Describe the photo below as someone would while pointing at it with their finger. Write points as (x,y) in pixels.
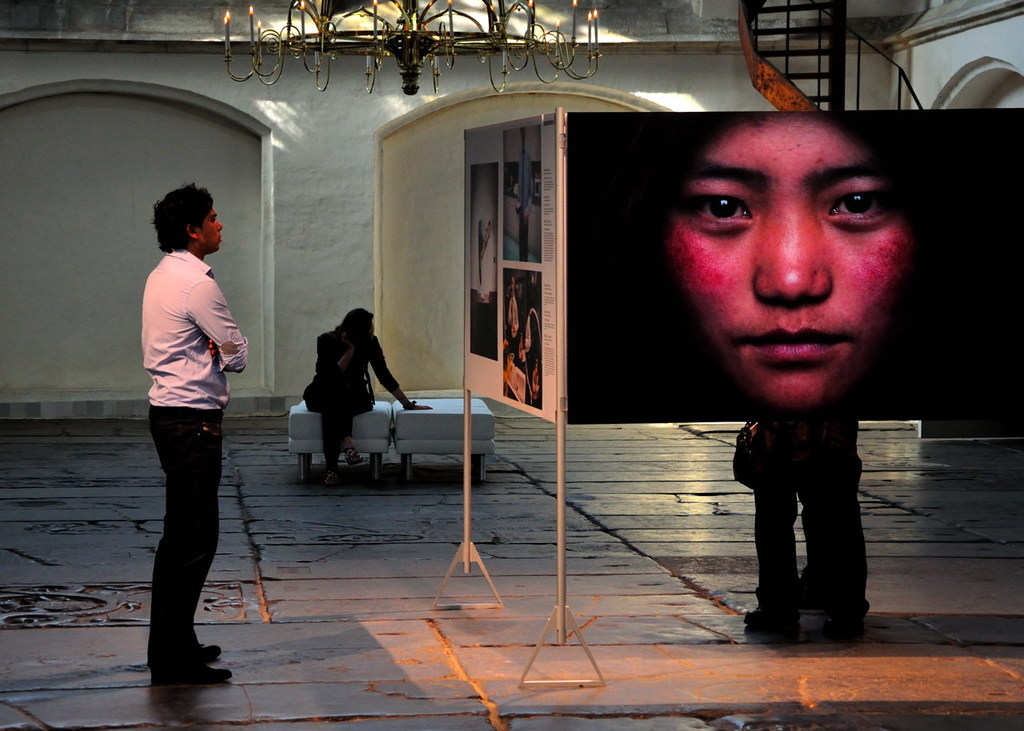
In this image we can see a person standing on the floor (281,566) looking at the pictures (531,306) placed on the stand (557,365). We can also see a person (358,345) sitting on the chair (441,433). On the backside (265,214) we can see a wall (275,238), stairs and a ceiling light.
